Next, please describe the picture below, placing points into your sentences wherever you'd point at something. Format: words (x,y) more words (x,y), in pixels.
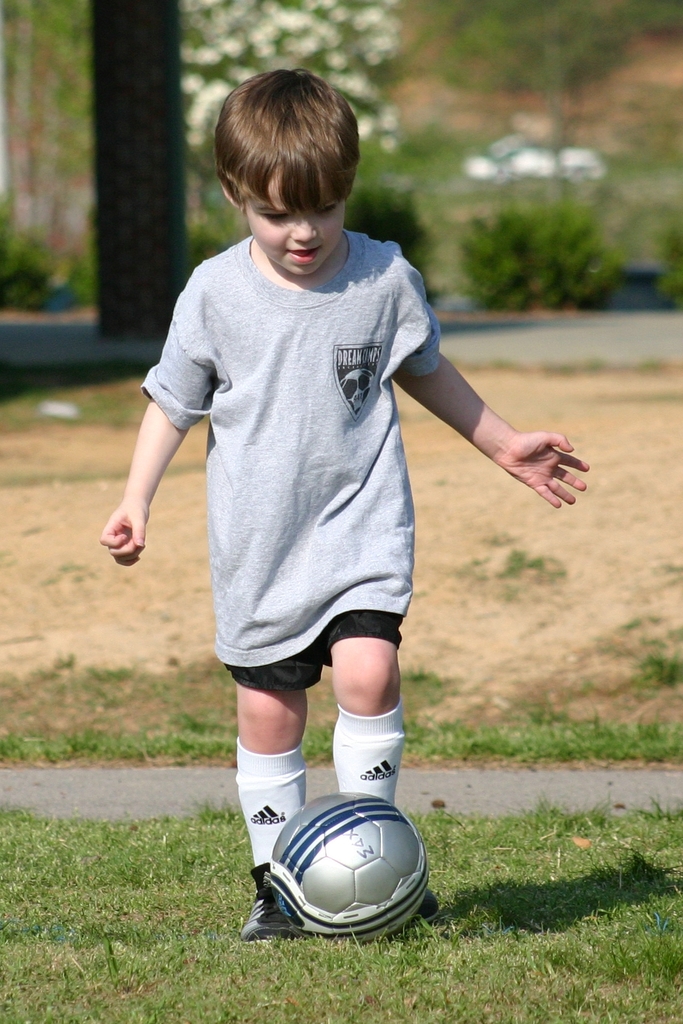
This picture shows a boy (264,160) playing football on the green grass (475,1018) and we see trees (463,18) on his back.
